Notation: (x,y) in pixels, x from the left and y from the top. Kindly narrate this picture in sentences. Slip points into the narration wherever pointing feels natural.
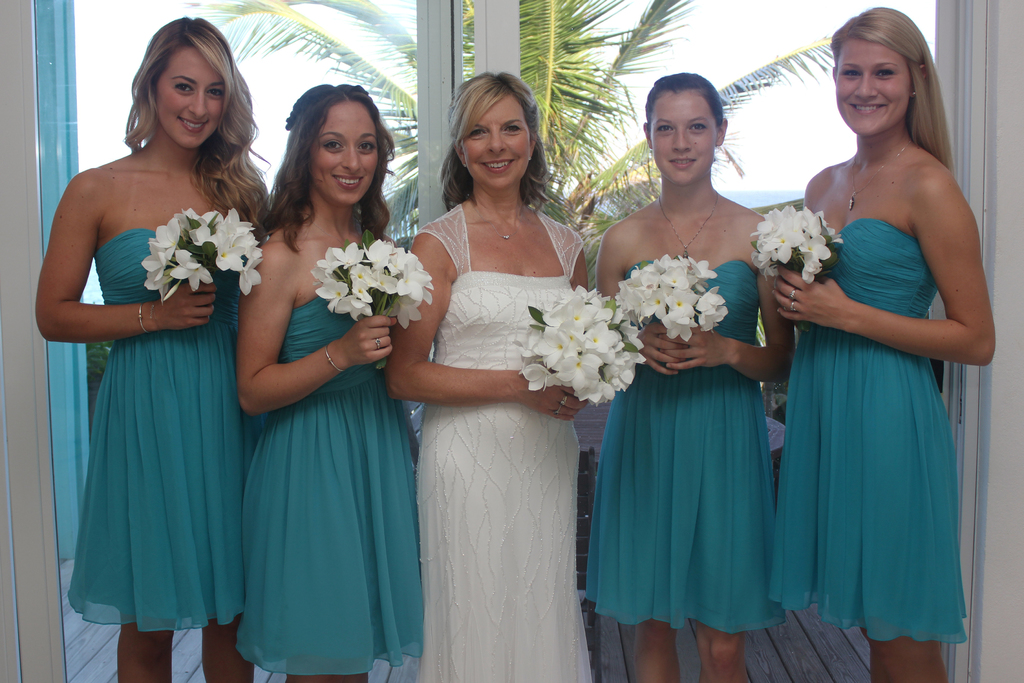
Here we can see five women (657,330) and they are smiling. They are holding flowers (198,228) with their hands (824,292). In the background (492,51) we can see a glass door (452,49), trees (569,124), and sky (726,15).
